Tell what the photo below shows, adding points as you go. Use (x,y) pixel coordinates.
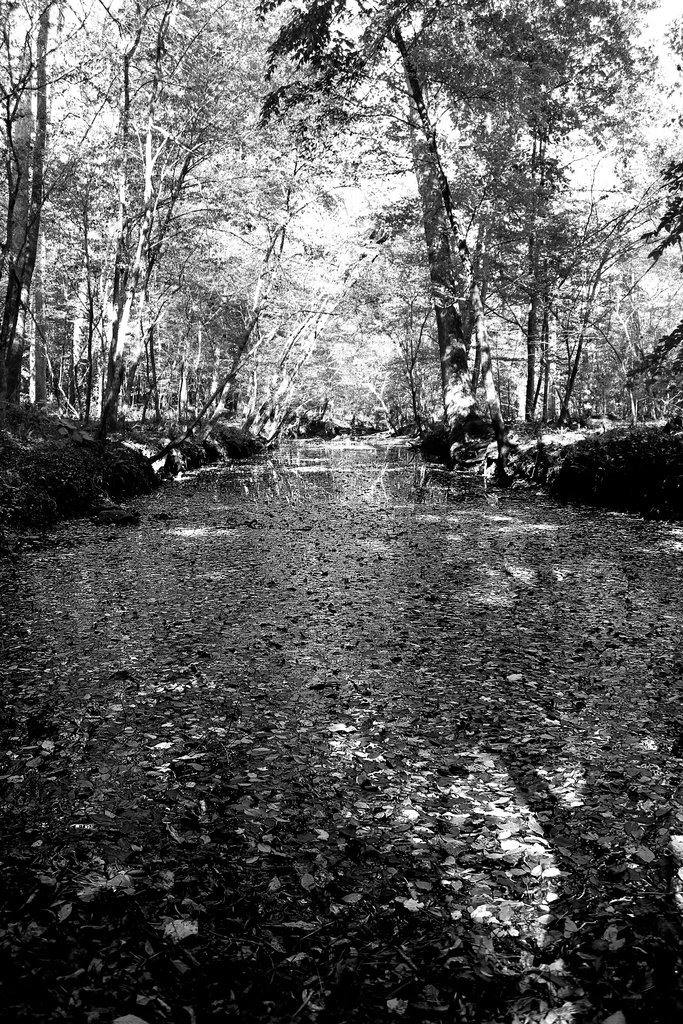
In the image I can see a lake (339,518) in which there are some leaves (42,873) and also I can see some trees (261,260) and plants (645,458).
